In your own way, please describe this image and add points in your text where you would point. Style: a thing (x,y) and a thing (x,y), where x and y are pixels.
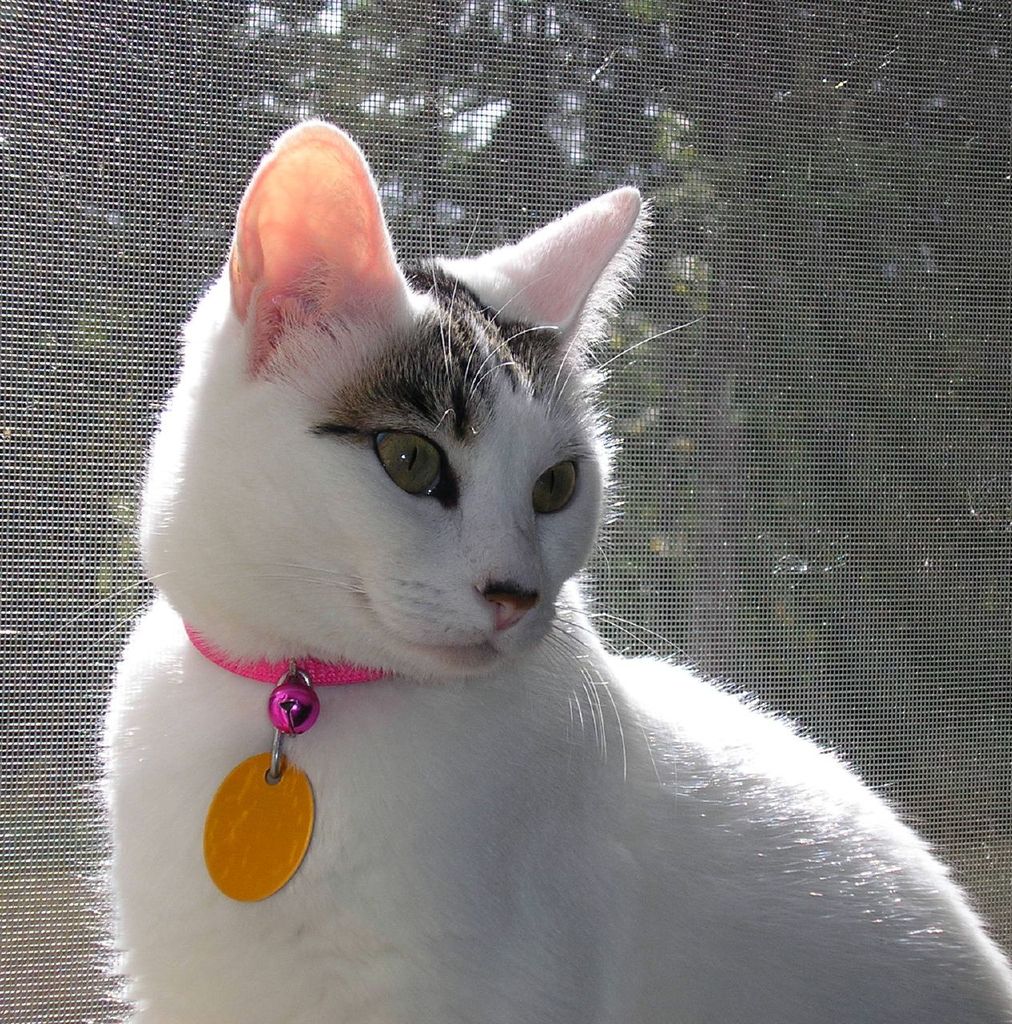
In this picture we can see a cat (433,874). In the background (853,524) there is a mesh (784,485) and greenery (814,643).
